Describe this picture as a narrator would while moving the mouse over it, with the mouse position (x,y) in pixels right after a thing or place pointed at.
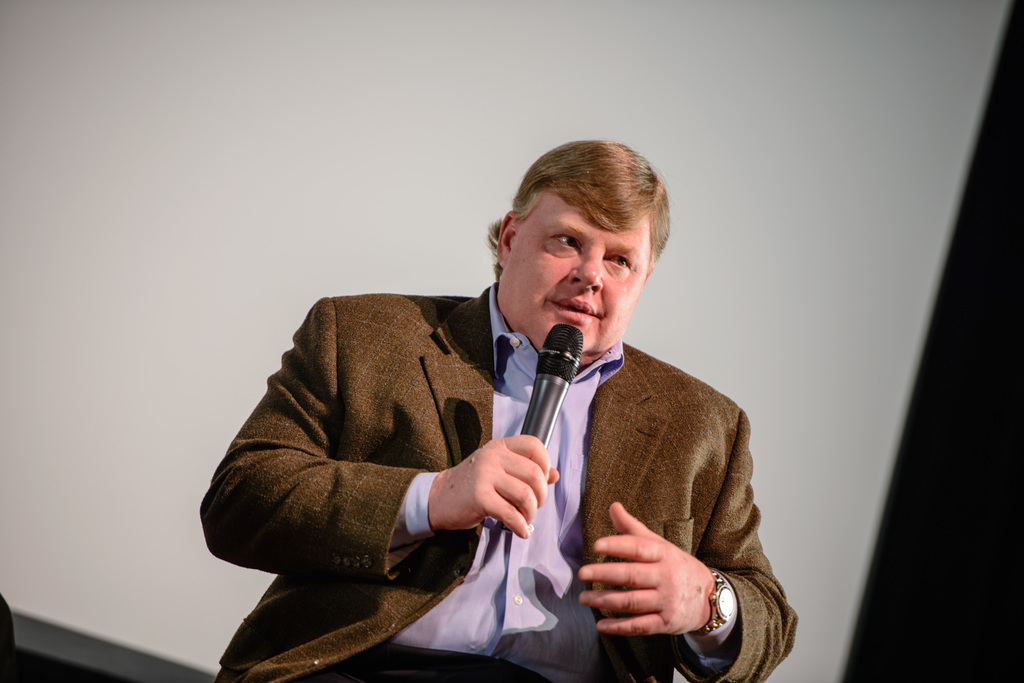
In this picture there is a man (616,629) speaking and is holding a microphone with his right hand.
